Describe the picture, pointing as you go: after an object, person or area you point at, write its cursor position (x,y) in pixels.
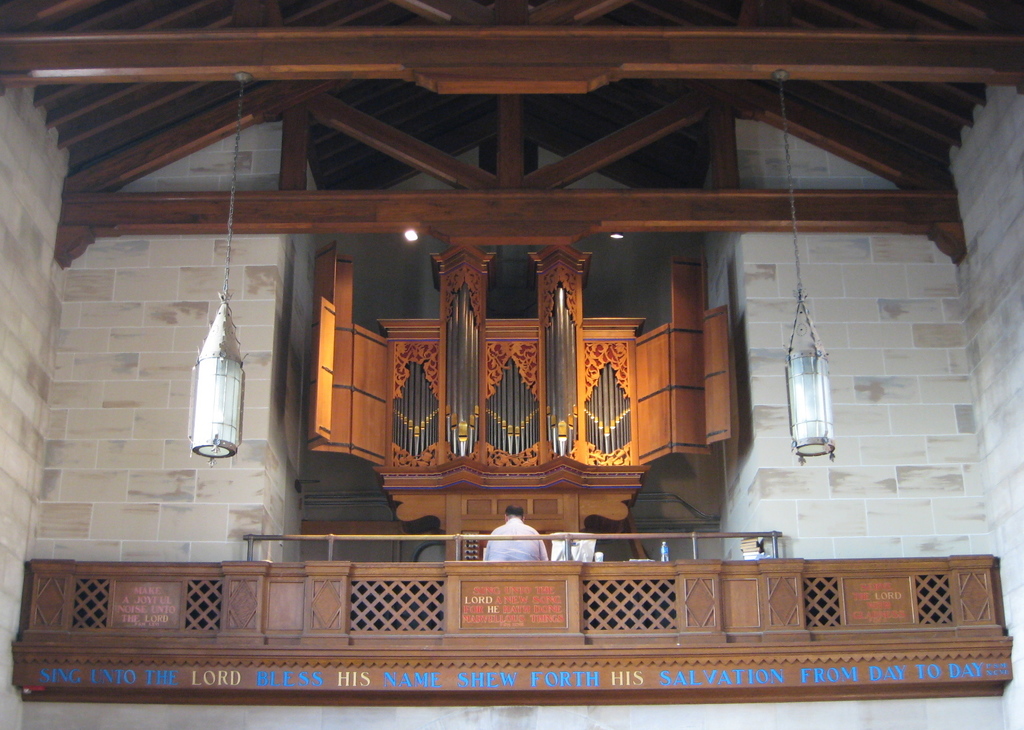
Here in this picture we can see an inner view of a church (373,461) and we can see wooden railing (563,602) present in the middle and we can see a man (492,545) present over there and we can see some lights (221,295) hanging on the wooden bars (738,224) and we can also see lights (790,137) present on the bars (469,240) and we can see some design (570,273) present in the middle (556,272).
